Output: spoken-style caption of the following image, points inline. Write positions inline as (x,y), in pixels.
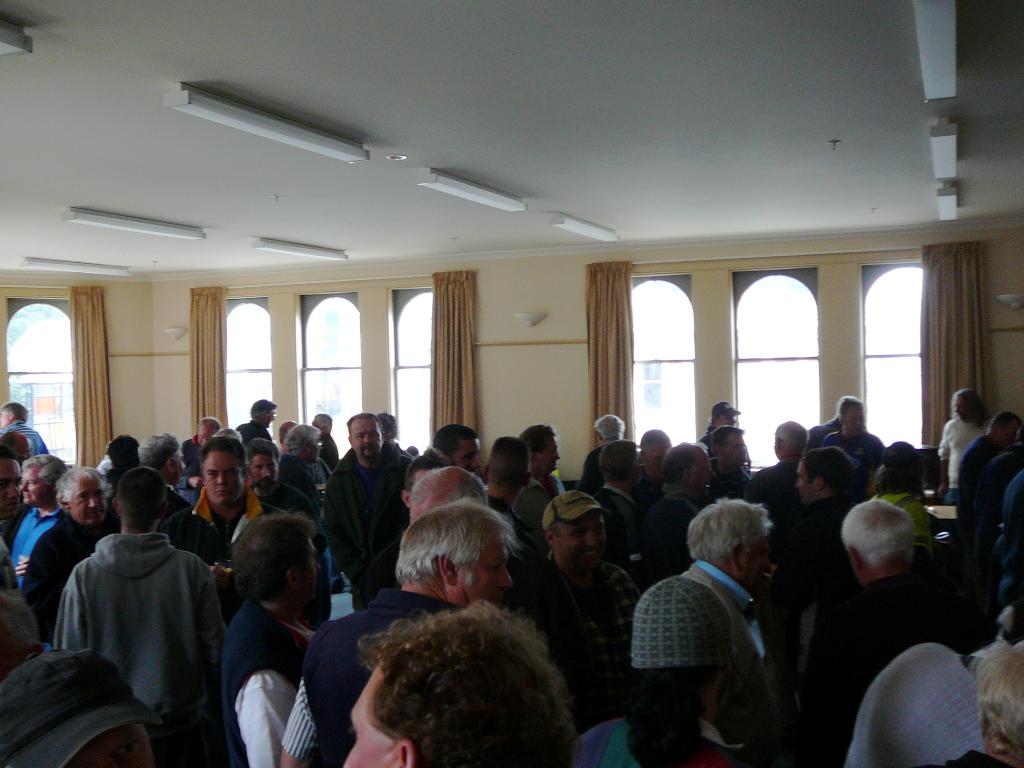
In this image, we can see a crowd (565,652) inside the building (100,203). There are some windows (886,344) in the middle of the image (352,331) contains curtains (456,315). There are lights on the ceiling (907,164) which is at top of the image (481,116).
